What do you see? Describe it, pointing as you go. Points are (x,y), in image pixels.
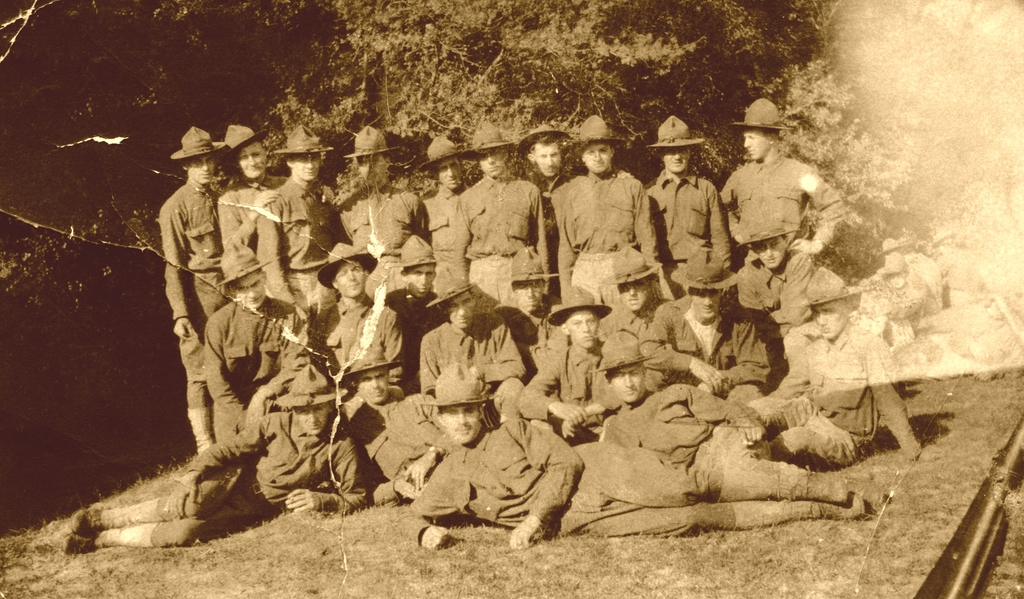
This is a black and white photography. In this picture we can see a group of people (192,328) standing on the ground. We can also see some people (572,388) sitting on their knees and some are lying on the ground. On the backside (593,102) we can see a group of trees (580,126).
